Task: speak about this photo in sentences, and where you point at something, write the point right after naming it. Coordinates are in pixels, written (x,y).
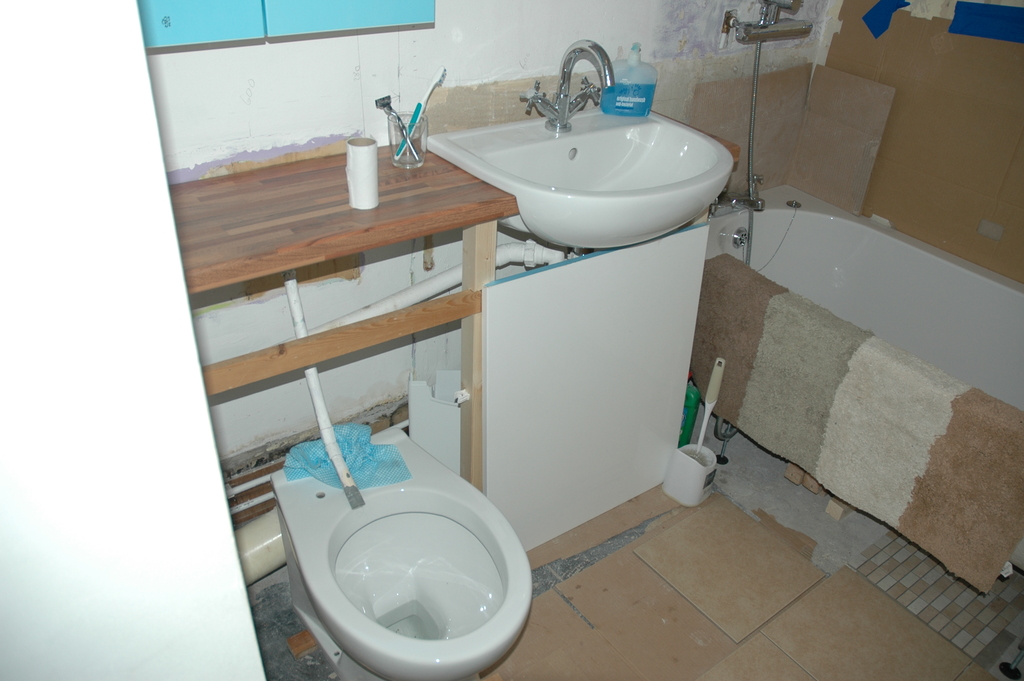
This is a picture of an washroom (431,576). On the left (205,585) there is a door (66,209), a basin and a desk (300,231), on the desk (401,170) there are brush (434,88), razor (394,112) and a tissue (361,180). In the center of the picture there is a sink (576,150), a tap (586,93) and hand wash (644,96). On the right (752,146) there is a bathtub (889,270) and pipe (770,12).
